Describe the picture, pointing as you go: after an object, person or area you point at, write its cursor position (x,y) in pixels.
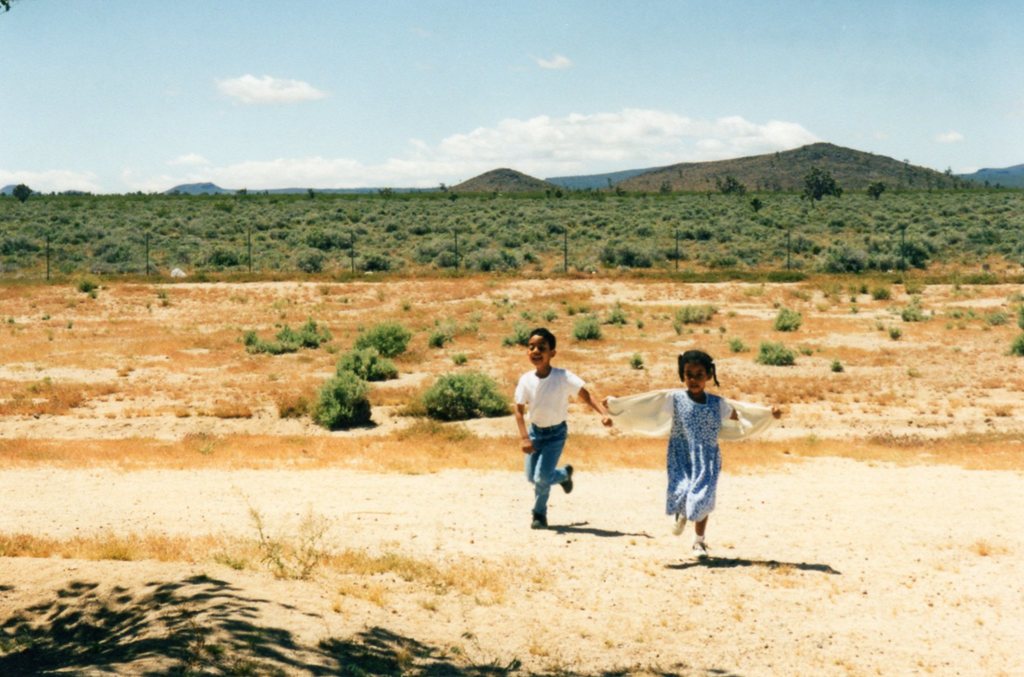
In this image there are kids (545,393) running and there are plants (389,359) in the background (330,395) and the sky (493,105) is cloudy.
